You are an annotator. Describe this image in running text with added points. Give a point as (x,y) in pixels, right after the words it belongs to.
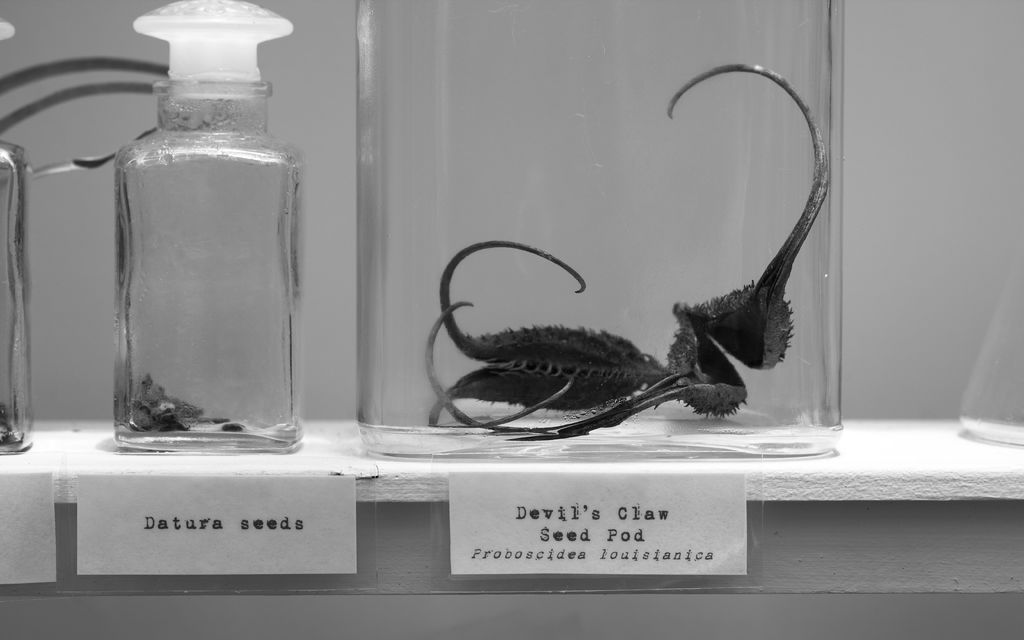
This picture shows a display of specimens (181,428) in a glass jar (227,187). We can observe a name plate (211,541) here. In the background (891,262) there is a wall (885,256).
